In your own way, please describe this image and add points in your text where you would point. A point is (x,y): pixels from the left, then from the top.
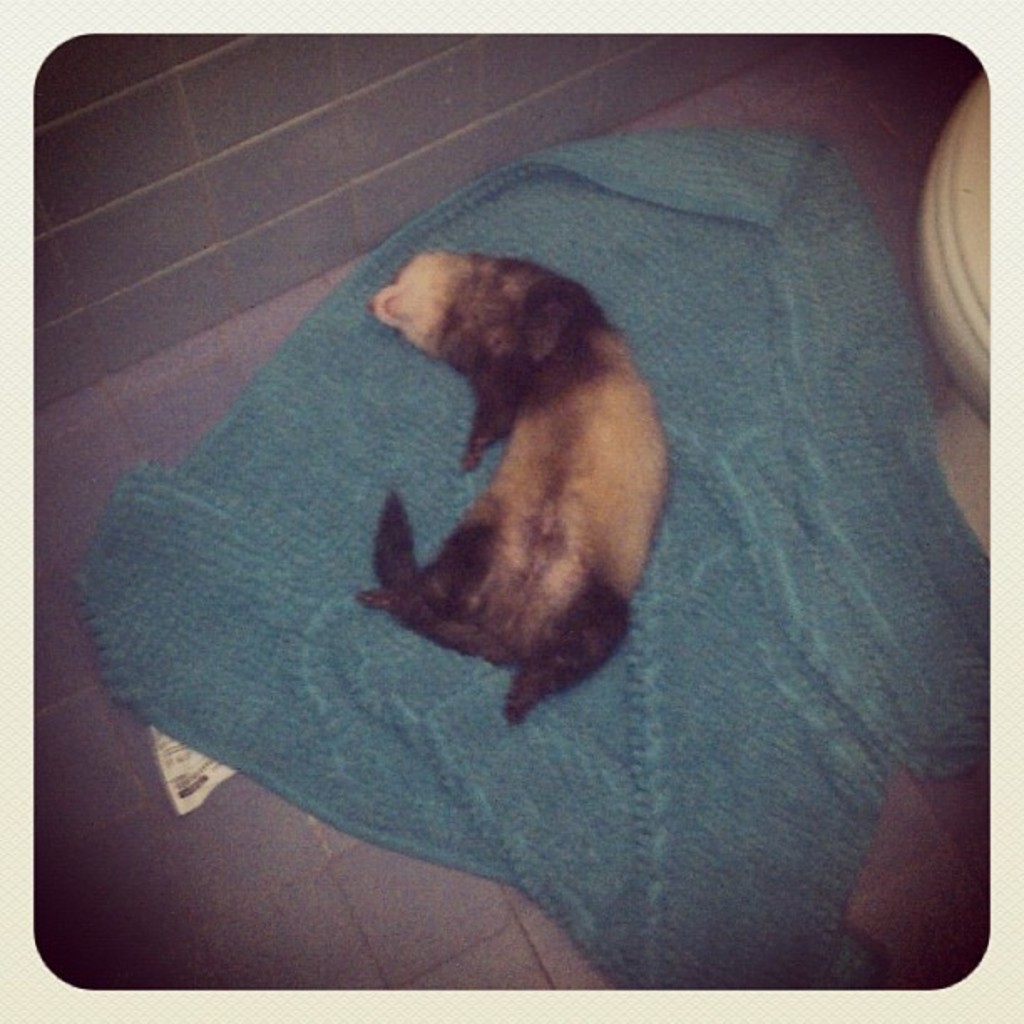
In this image we can see an animal (484,541) lying on the blanket (348,465). In the background (227,287) we can see walls (440,195) and toilet seat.
